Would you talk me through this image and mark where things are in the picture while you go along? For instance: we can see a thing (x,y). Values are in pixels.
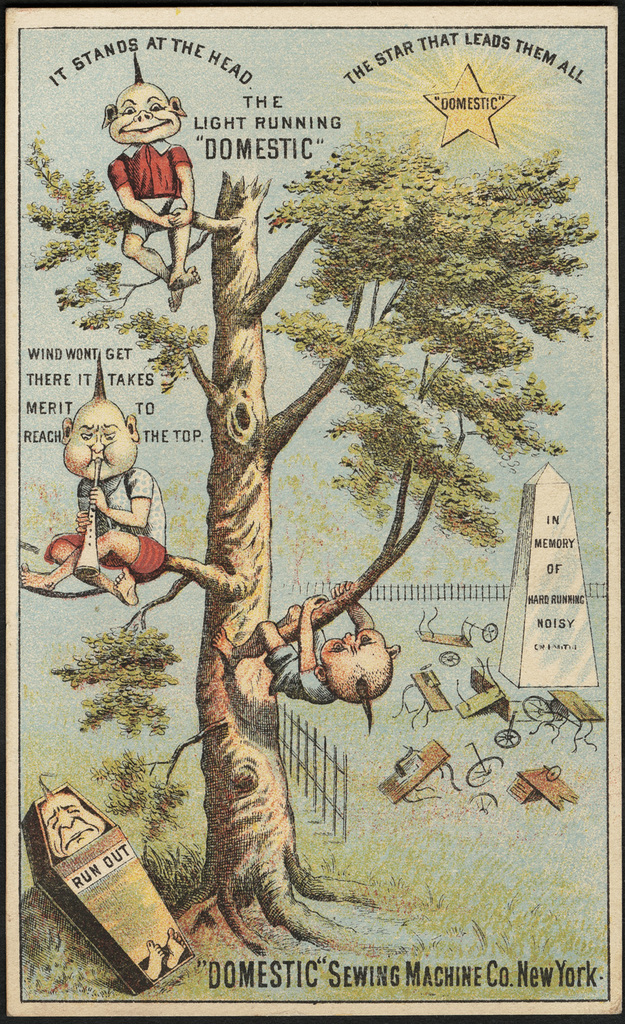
On this poster (238,360) there is a tree (215,815), fence (290,749), monument (518,593) and something (452,37) written on this poster (169,103).
